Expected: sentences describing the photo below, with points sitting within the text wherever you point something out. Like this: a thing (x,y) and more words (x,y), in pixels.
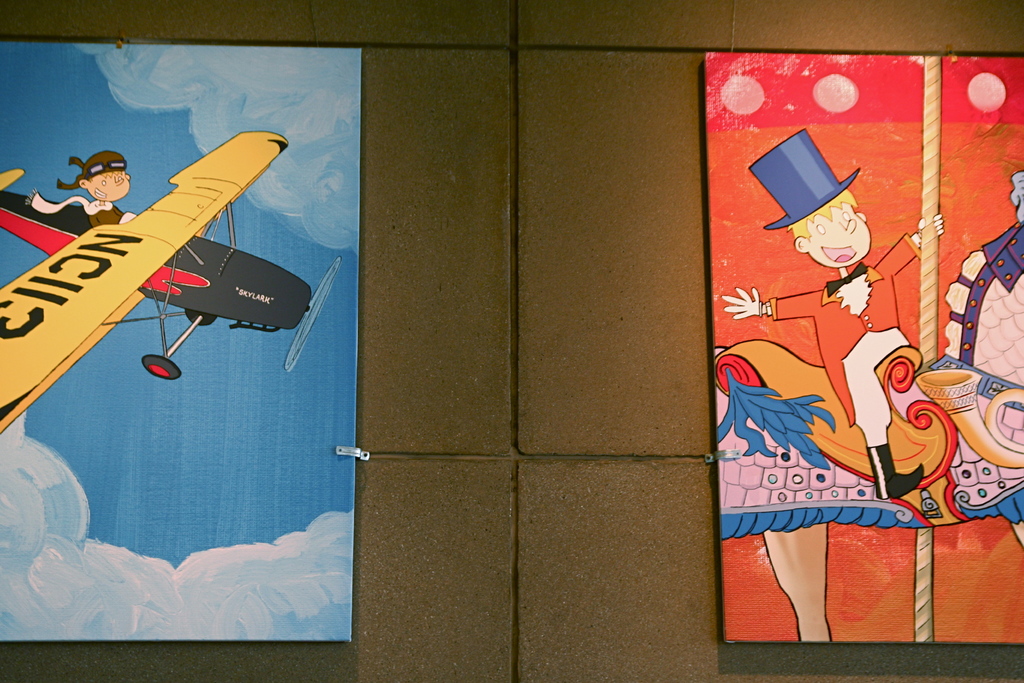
In this picture we can see cartoon boards (784,472) on the wall (592,377).
